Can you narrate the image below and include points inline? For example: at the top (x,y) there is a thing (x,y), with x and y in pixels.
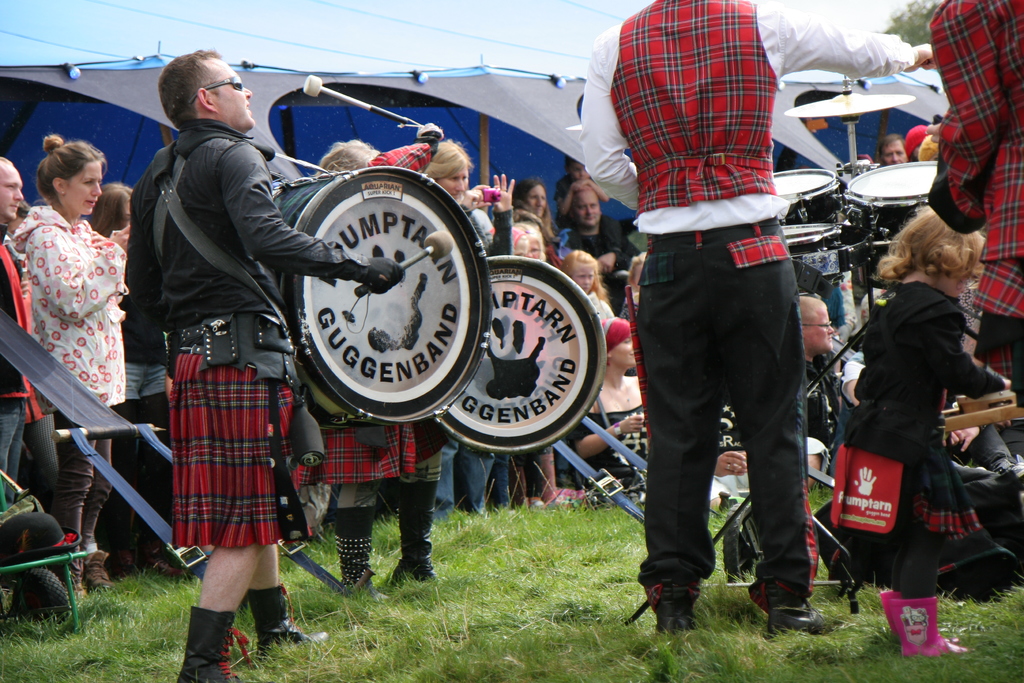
In this picture, I can see a group of people (970,274) holding camera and i can see a person (237,156) playing a instruments (465,334) and after that i can see a grass (445,539) and drums stick (313,79) next a tree (911,19) and electrical wires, sky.
